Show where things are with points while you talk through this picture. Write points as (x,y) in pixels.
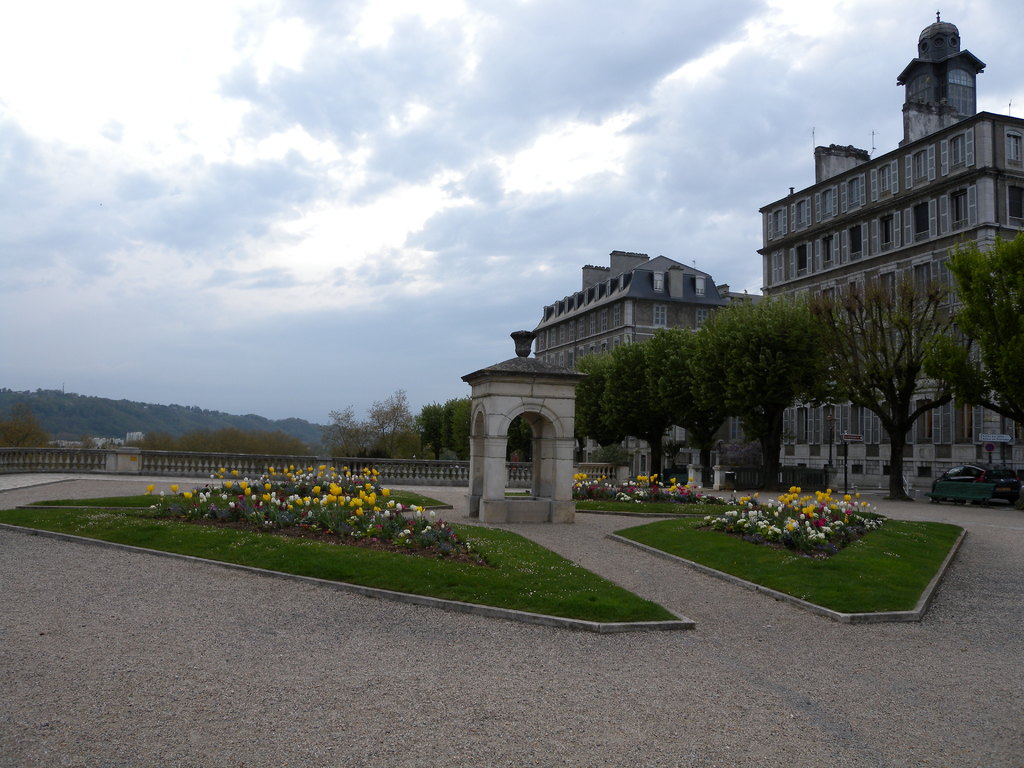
In this picture we can see there are plants (425,542) with flowers (440,526) on the grass path (479,536) and on the right side of the plants (638,489) there are trees (691,414), a vehicle (998,467) on the path (951,505) and buildings (594,317). Behind the plants (250,489) there is an architecture (479,491), fence (220,467), hills (202,430) and a sky (264,225).
